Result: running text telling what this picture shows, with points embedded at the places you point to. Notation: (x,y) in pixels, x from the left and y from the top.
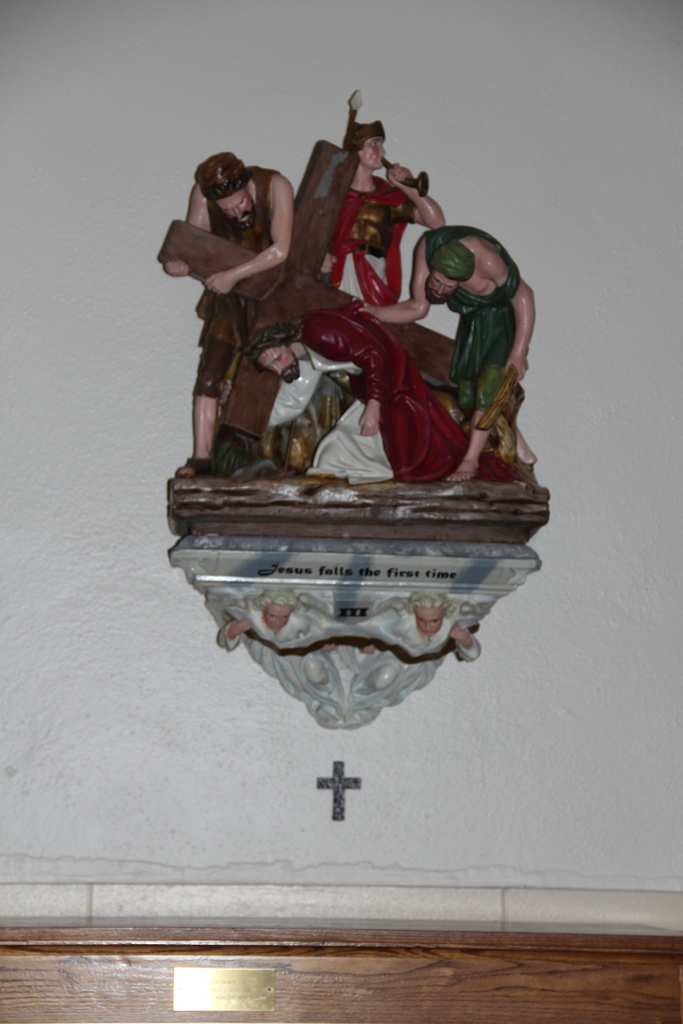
In this picture I can see sculptures (364,410) on an object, at the bottom of the image (260,959) there is a wooden board (423,930).
